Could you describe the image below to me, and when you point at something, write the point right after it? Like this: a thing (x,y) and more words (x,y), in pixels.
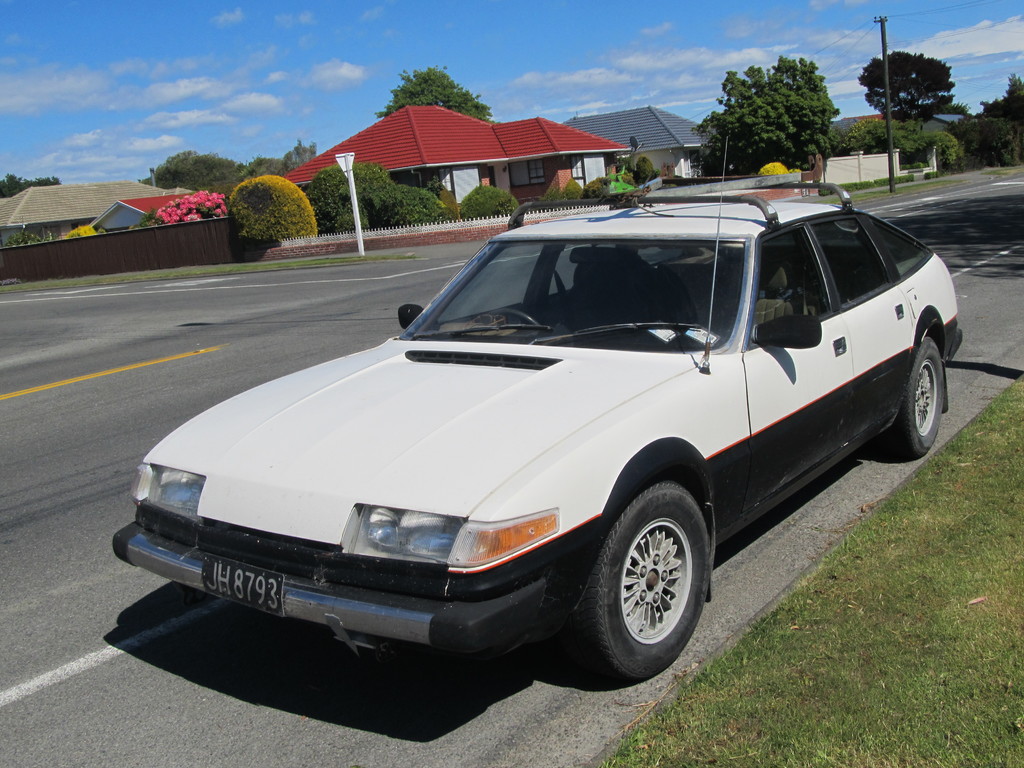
In the foreground of this image (745,535), there is a car (722,491) on the road (843,515). On the right (941,689), there is a grassland (909,591). In the background (360,309), there are roads (954,219), few houses (465,188), trees (771,139), poles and the sky (529,19).
